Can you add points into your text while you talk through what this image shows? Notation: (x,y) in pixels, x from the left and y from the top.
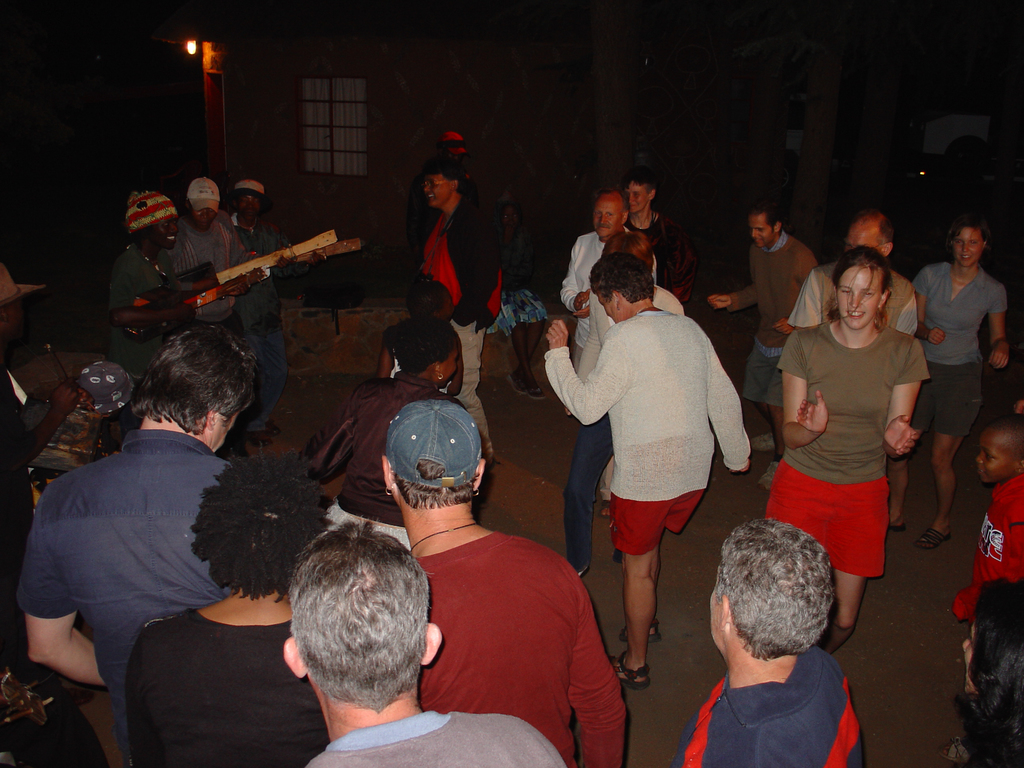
In this image we can see people (372,486) standing on the floor (709,509). In the background (360,167) there is a window (352,161).
